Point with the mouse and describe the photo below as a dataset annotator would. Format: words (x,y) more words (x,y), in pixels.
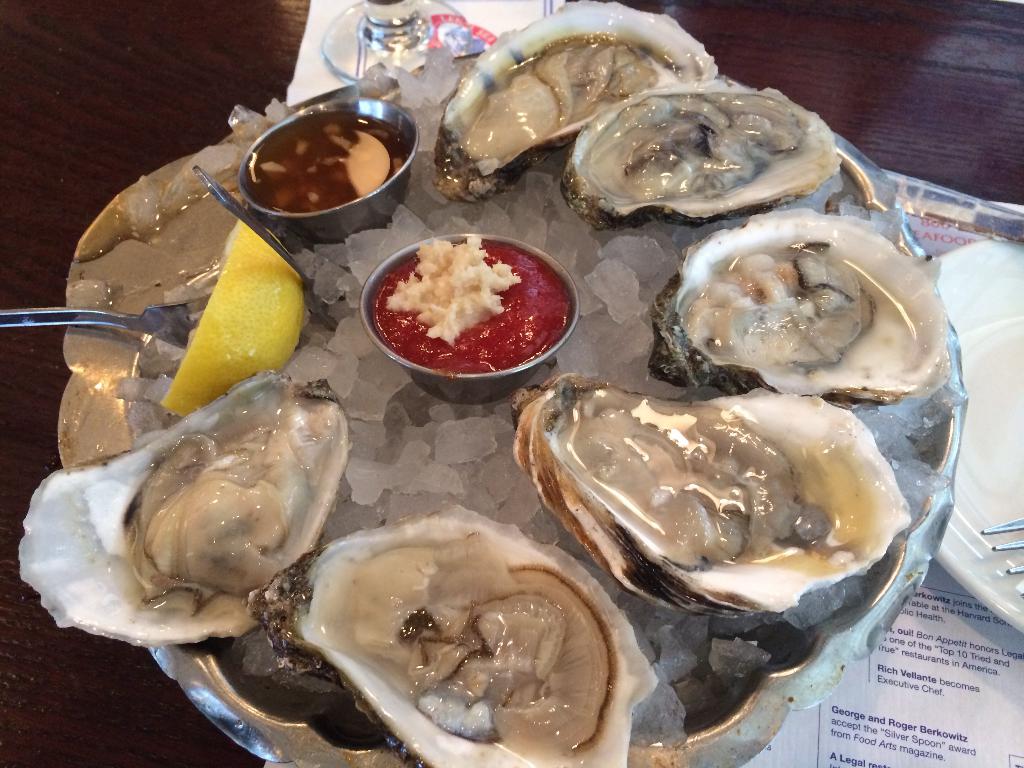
The picture consists of a table (63,185), on the table (40,255) there are plates (1012,435), spoons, ice cubes (352,411), oysters (465,178) and other food items (503,355).
